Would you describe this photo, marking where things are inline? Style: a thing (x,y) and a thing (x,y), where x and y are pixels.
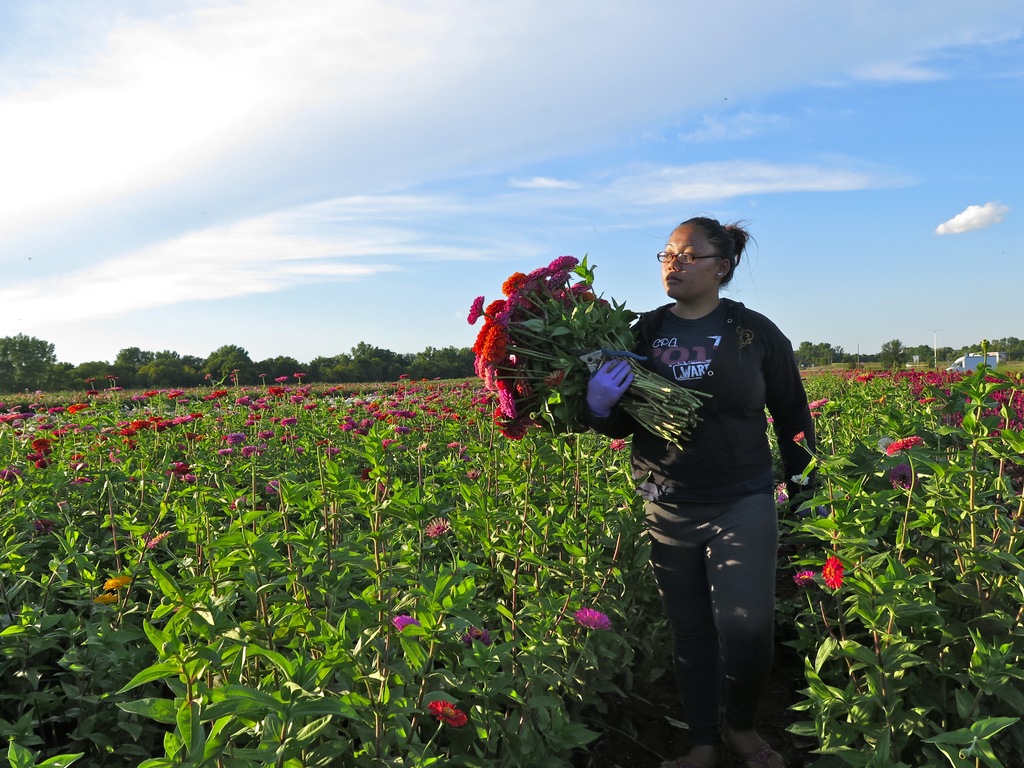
In this image I can see a woman (668,248) is holding flowers (542,369) in her hand (600,372). In the background (304,429) I can see a flower garden (384,448), trees (269,374) and a vehicle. On the top (383,109) I can see the sky (629,287). This image is taken in farm (176,489) during a day.
